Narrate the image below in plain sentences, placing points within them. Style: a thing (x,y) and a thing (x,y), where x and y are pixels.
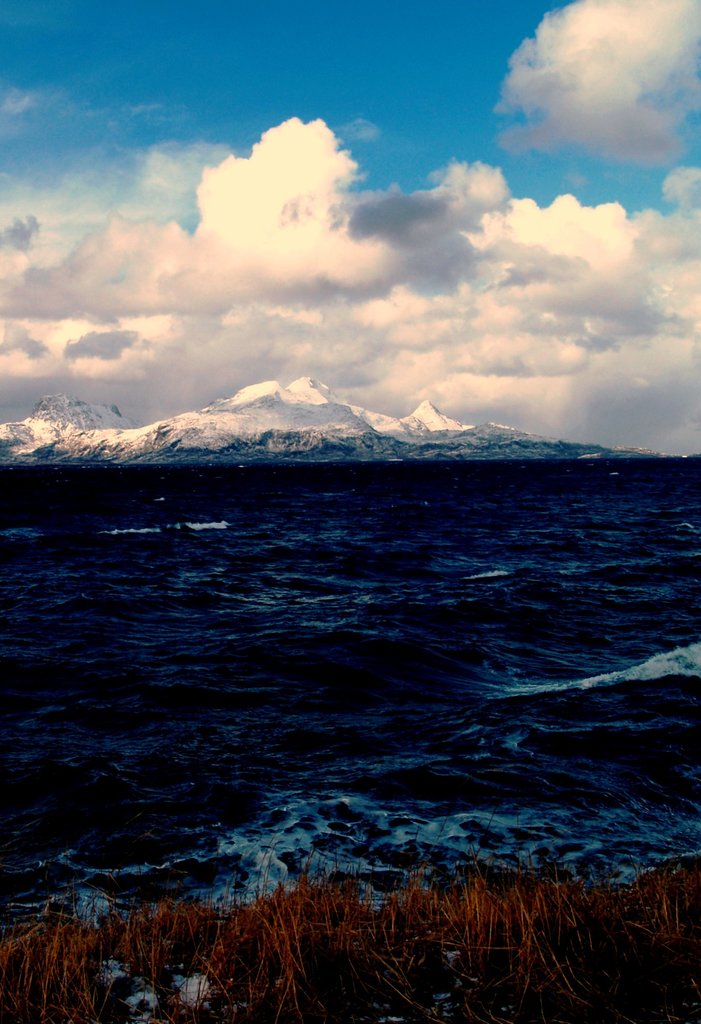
This is sea (433,582). In the background (584,178) there is sky (483,388) with heavy clouds (471,316).
